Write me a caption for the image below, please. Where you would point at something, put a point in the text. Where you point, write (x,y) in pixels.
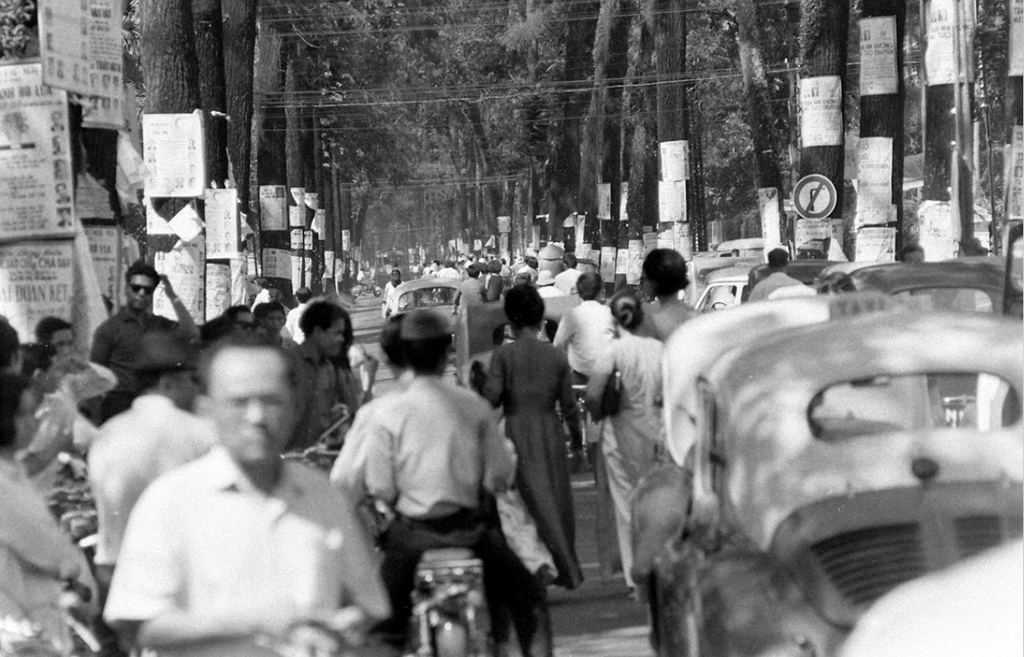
In this image, we can see some people (413,459) walking, there are some cars (821,416) on the road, we can see some trees (713,137), there are some posters (669,170) on the trees (561,226).
